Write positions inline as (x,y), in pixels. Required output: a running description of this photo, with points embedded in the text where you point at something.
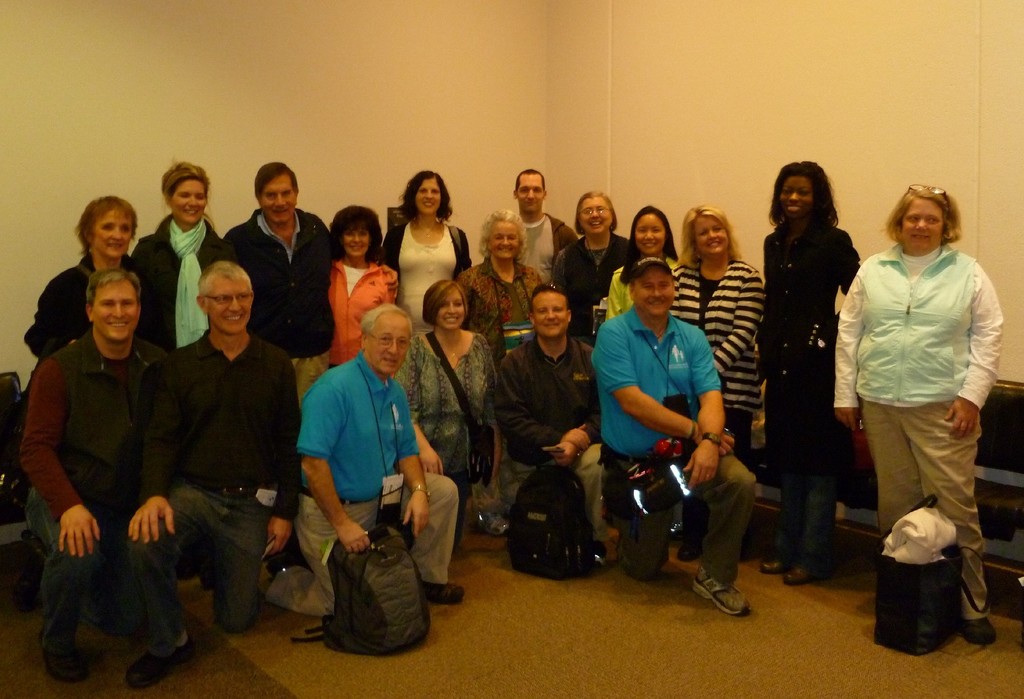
In this picture we can see a group of people (158,614) smiling while some are standing and some are sitting on the floor (816,611), bags (523,507) and in the background (108,164) we can see wall (603,69).
